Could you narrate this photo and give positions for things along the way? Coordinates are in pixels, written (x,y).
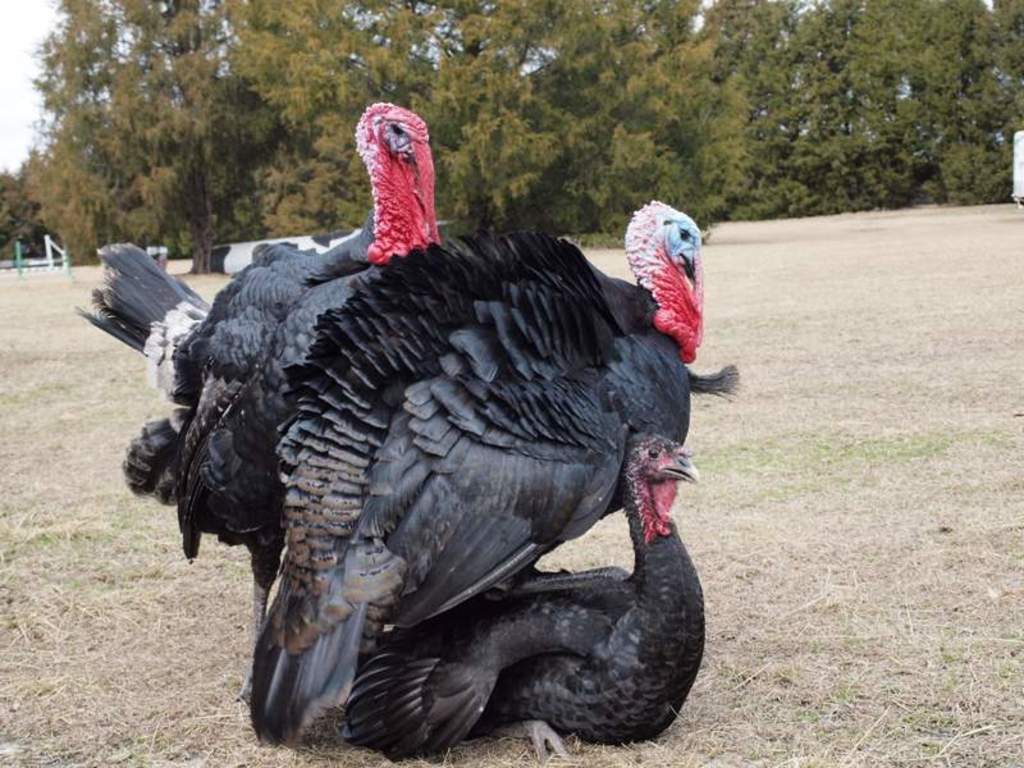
In this image, we can see some birds (639,422) and the ground (754,392). We can also see some trees (61,198) and objects (26,263). We can see the sky (18,171).
